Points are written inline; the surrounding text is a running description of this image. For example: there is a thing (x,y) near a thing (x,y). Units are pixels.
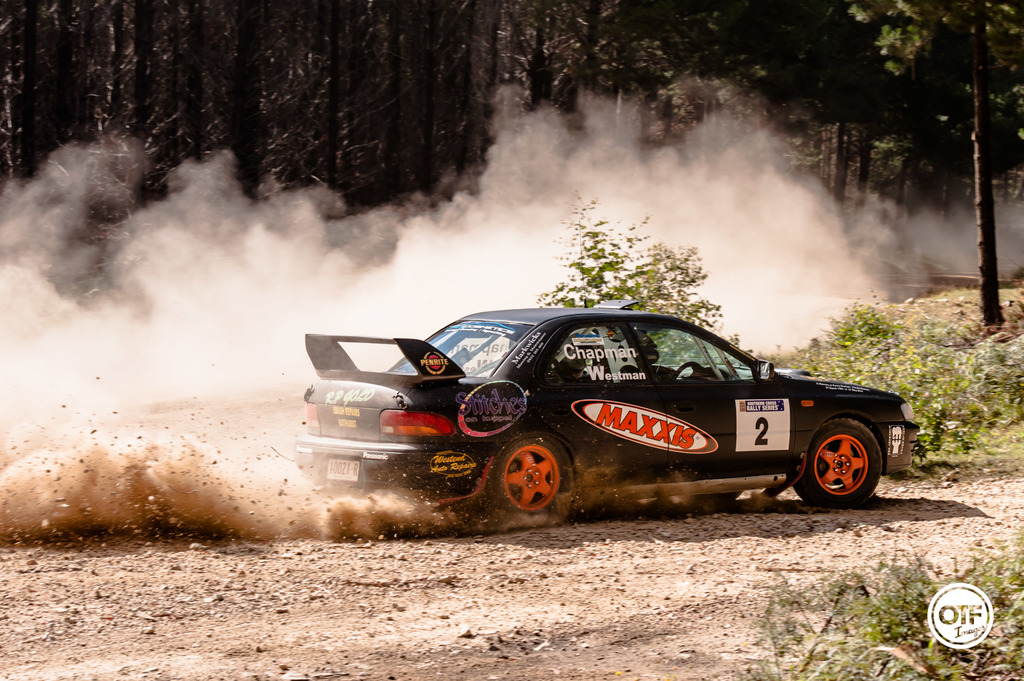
In the picture there is a car (446,465) on the road (318,564), beside the car (646,368) there is a smoke dust (346,315), there are trees (405,63).
